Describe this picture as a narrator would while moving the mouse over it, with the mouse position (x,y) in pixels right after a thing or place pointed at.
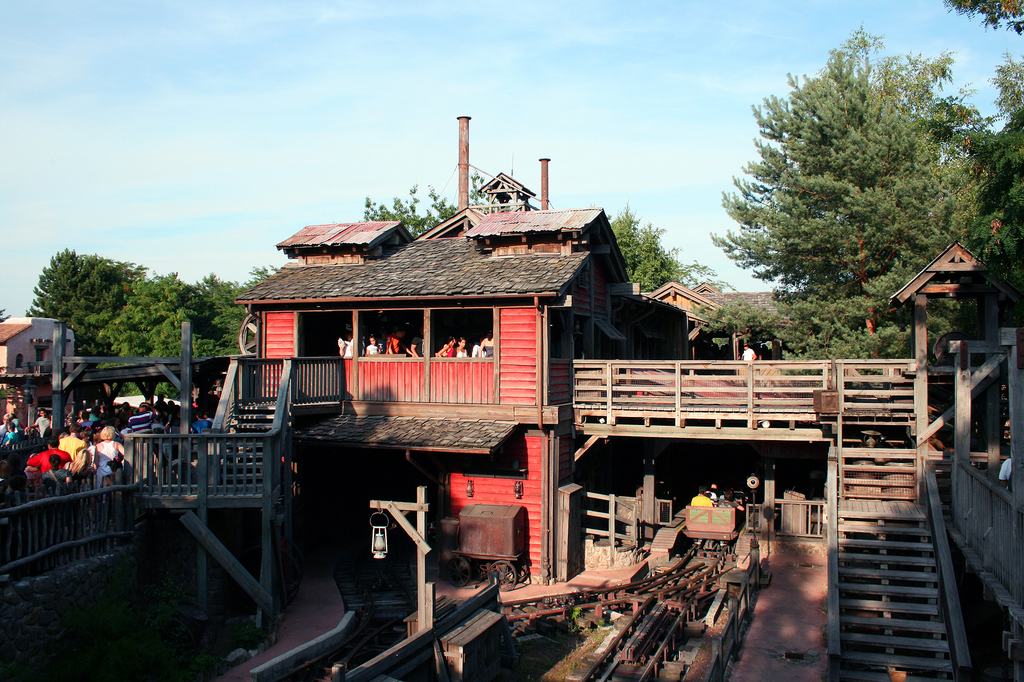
In this image there is a building (589,467). Left side (37,483) few persons (118,448) are standing behind the fence (67,492). Few persons (402,338) are inside the building (535,335). A lantern (375,547) is hanging to a pole (424,501). Right side (930,659) there is a staircase (887,581). A person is behind the fence (746,379). Background there are few trees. Top of the image (578,60) there is sky (584,52).
